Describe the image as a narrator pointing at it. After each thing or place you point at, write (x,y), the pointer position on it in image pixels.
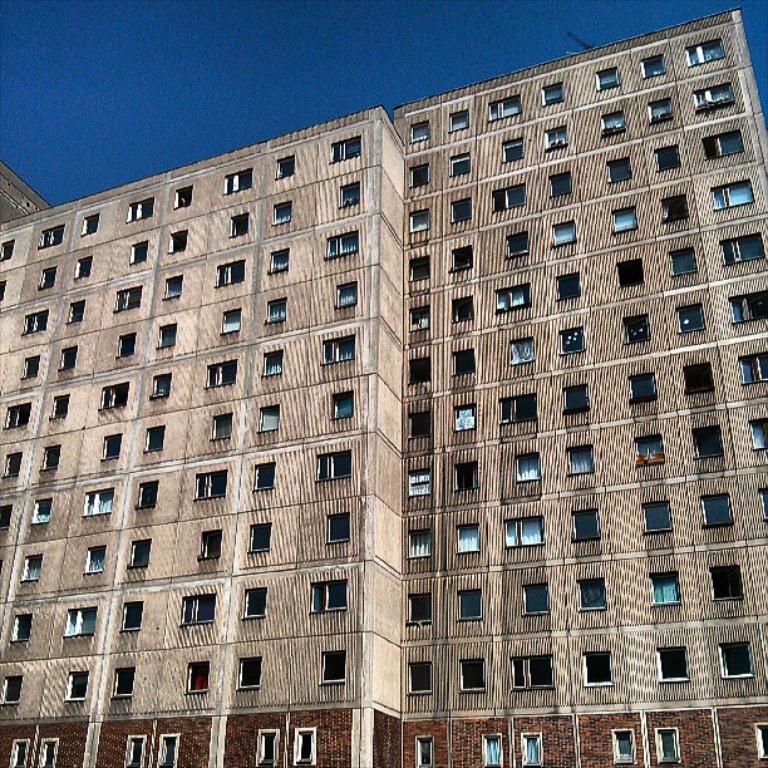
In this picture we can see a building (322,442), there is the sky (217,93) at the top of the picture (247,52), we can see glass windows (88,568) of this building (460,445).
